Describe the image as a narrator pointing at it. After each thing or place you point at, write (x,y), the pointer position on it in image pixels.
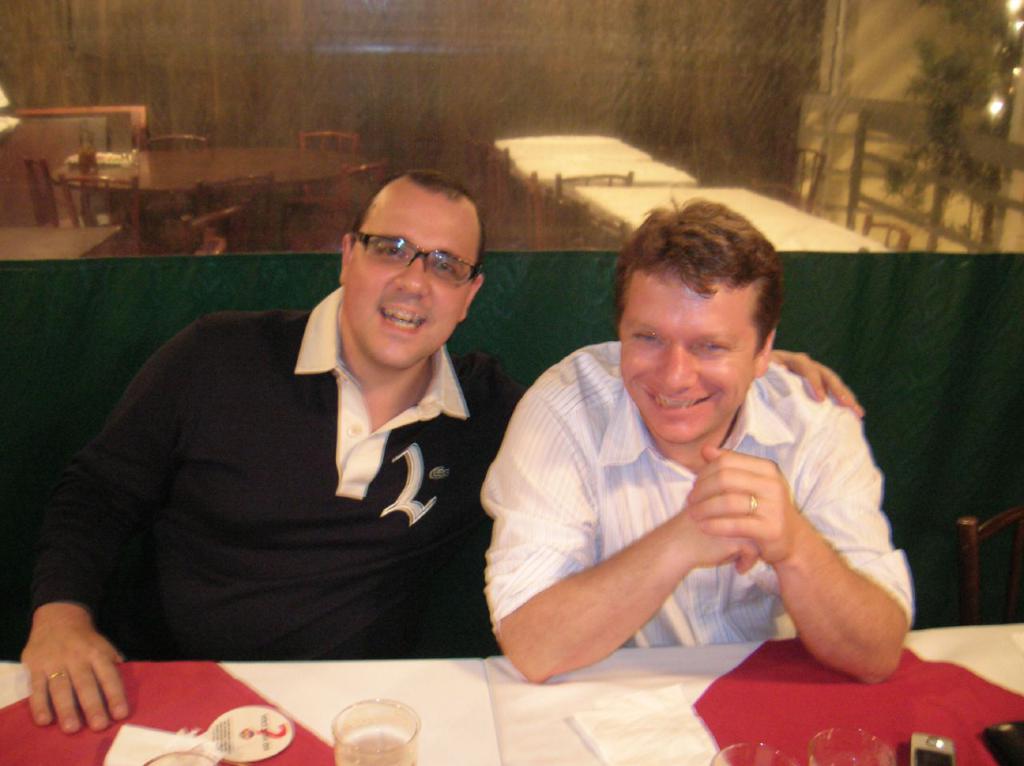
This image consists of tables (562,169) and chairs (251,209). In the front (17,683) there is a table (299,680). On the table (285,715) there is a glass (390,712), mobile phone (1002,731). There are two persons (495,546) sitting on chairs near the table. Both of them are smiling. One is wearing black shirt (353,532) and the other is wearing white shirt (635,518).
